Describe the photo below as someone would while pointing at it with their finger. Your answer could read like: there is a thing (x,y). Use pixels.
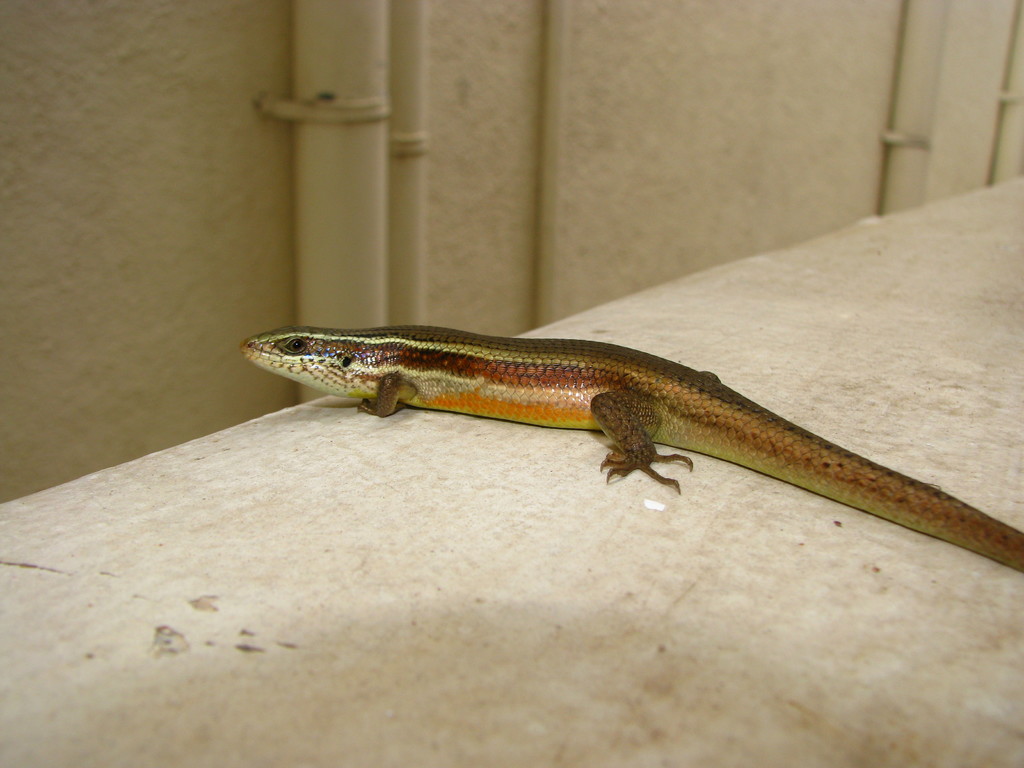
There is a reptile (407,382) on a white color surface (438,474), In the background (323,187) there is a pipe (326,217) attached to the wall (504,195).
